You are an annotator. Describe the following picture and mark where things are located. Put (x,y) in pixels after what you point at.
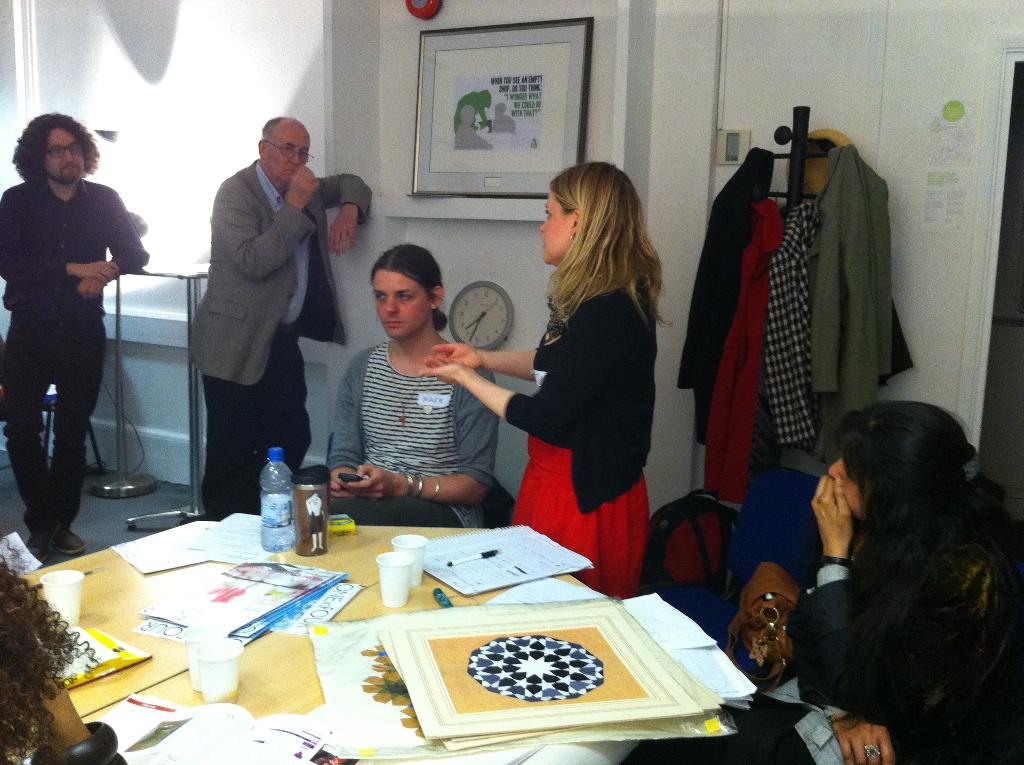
There are some people (446,417) sitting and standing in front of a table (281,689) which has papers (514,564) and some other objects (214,688) on it.
